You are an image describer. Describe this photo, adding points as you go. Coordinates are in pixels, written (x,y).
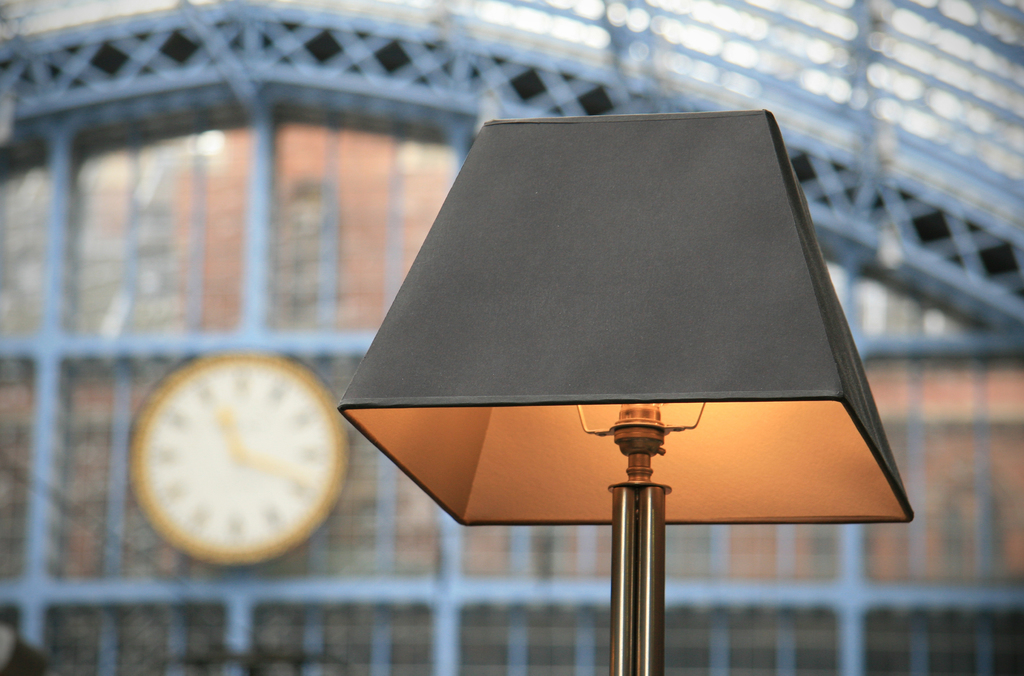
On the right side (687,497) there is a lamp (633,392). In the background (389,165), I can see a clock (260,451) to the wall (147,295). At the top (305,12) there is a railing (305,12).
